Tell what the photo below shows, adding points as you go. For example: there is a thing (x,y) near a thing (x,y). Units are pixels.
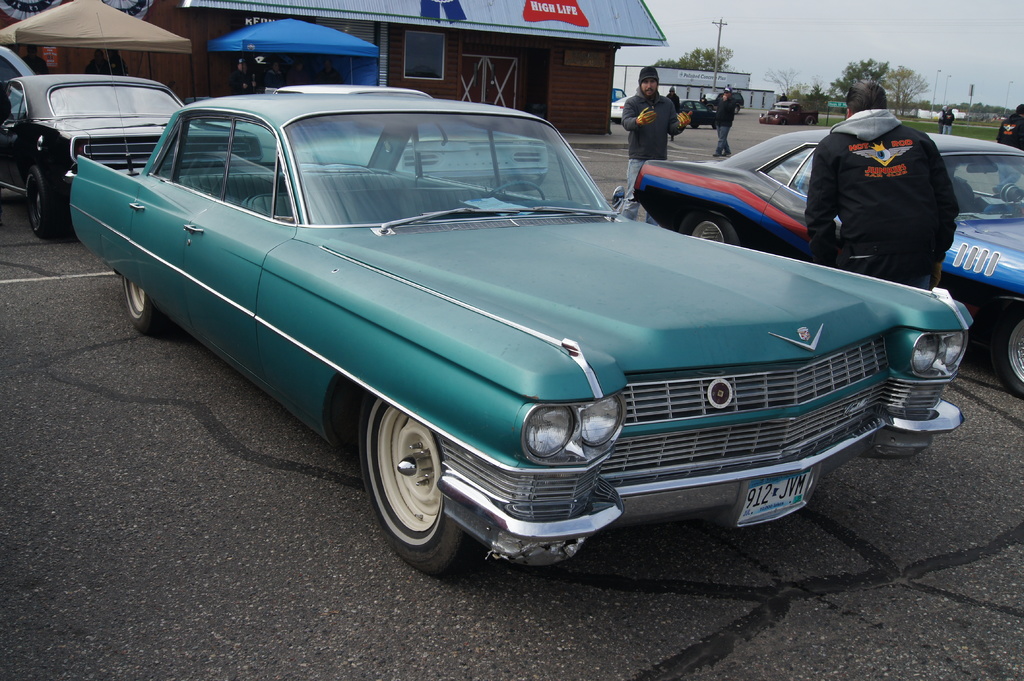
In this picture I can see some vehicles (366,385) are in front of the buildings (481,73), around we can see some people (829,248) and some trees (783,88).
